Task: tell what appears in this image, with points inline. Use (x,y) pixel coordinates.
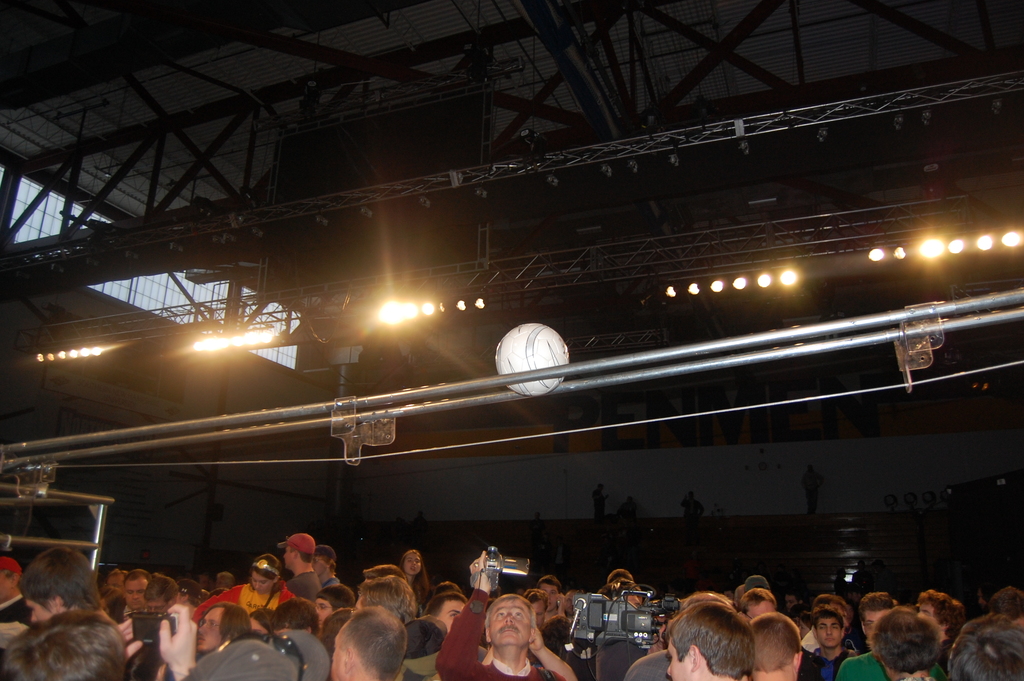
In this image there are some people (862,612) and some of them are holding cameras (603,597) and mobiles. At the top (144,136) there is ceiling poles (498,266), lights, wall (472,345) and some other objects (367,164). In the background (537,491) there is wall (800,499) and some persons (687,507) and some other objects (764,532).
